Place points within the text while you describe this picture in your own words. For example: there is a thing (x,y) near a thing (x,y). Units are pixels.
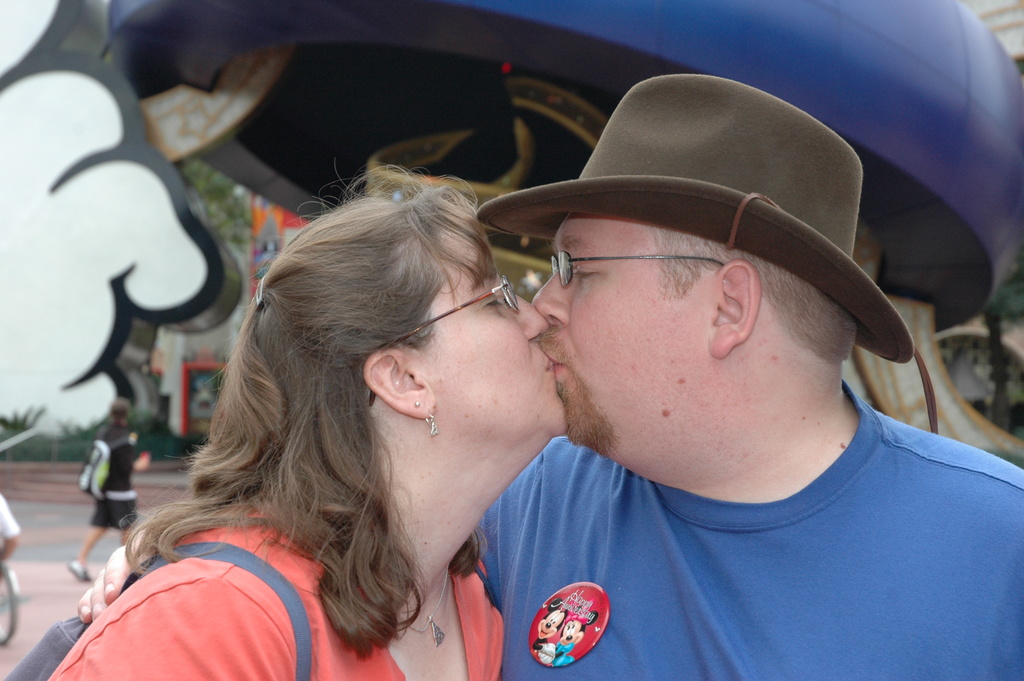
In front of the picture, we see a man (661,362) and the women (416,460) are kissing each other. They are wearing the spectacles (510,286). The man (562,283) is wearing a hat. Behind them, we see a man (121,443) who is wearing the backpack (90,482) is walking on the road (21,508). On the left side (5,609), we see the bicycle (5,588). At the top (505,35), we see something in blue color. In the background (202,215), we see a tree (224,180), building (84,410) and some other objects (192,314). This picture is blurred in the background (197,291).
